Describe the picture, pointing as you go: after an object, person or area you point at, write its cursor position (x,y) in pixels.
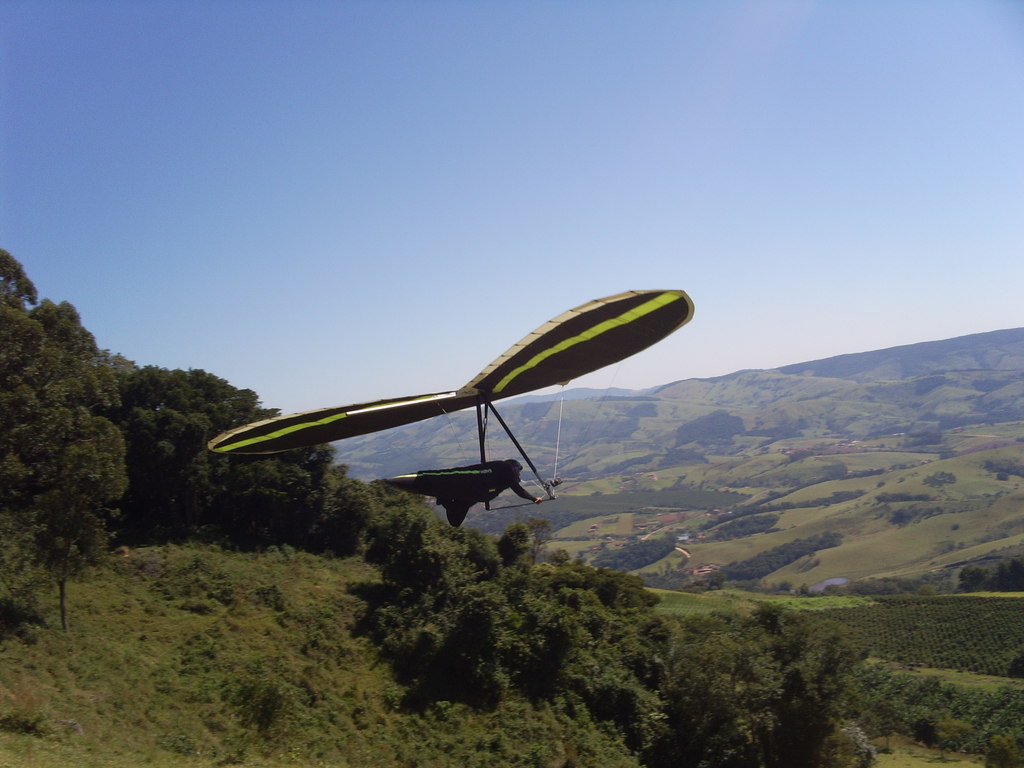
This image consists of a hang glider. There are trees (573,565) in this image. This image is clicked outside. There is sky (360,186) at the top (318,247).
